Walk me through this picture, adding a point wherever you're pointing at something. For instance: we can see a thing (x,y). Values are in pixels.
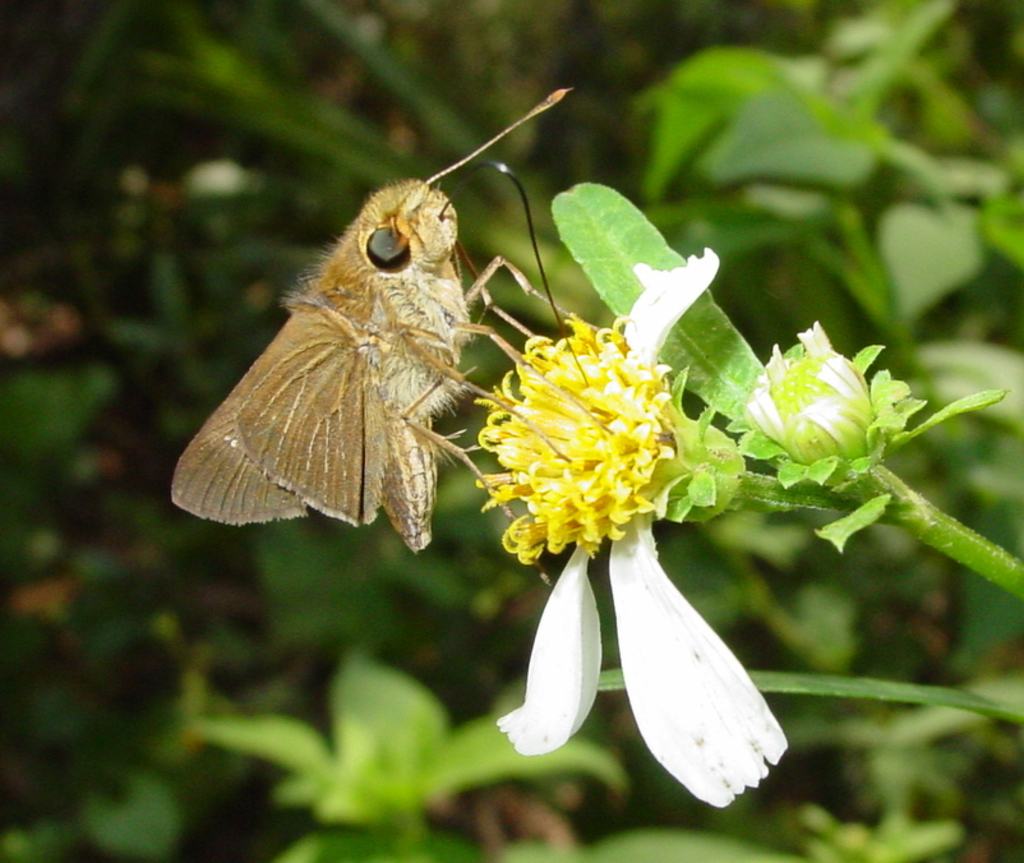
In the picture I can see an insect (367,423) on the flower (633,615). Here I can see buds (807,475) of a plant (771,499). The background of the image (771,598) is blurred, where we can see a few more plants (816,663).
